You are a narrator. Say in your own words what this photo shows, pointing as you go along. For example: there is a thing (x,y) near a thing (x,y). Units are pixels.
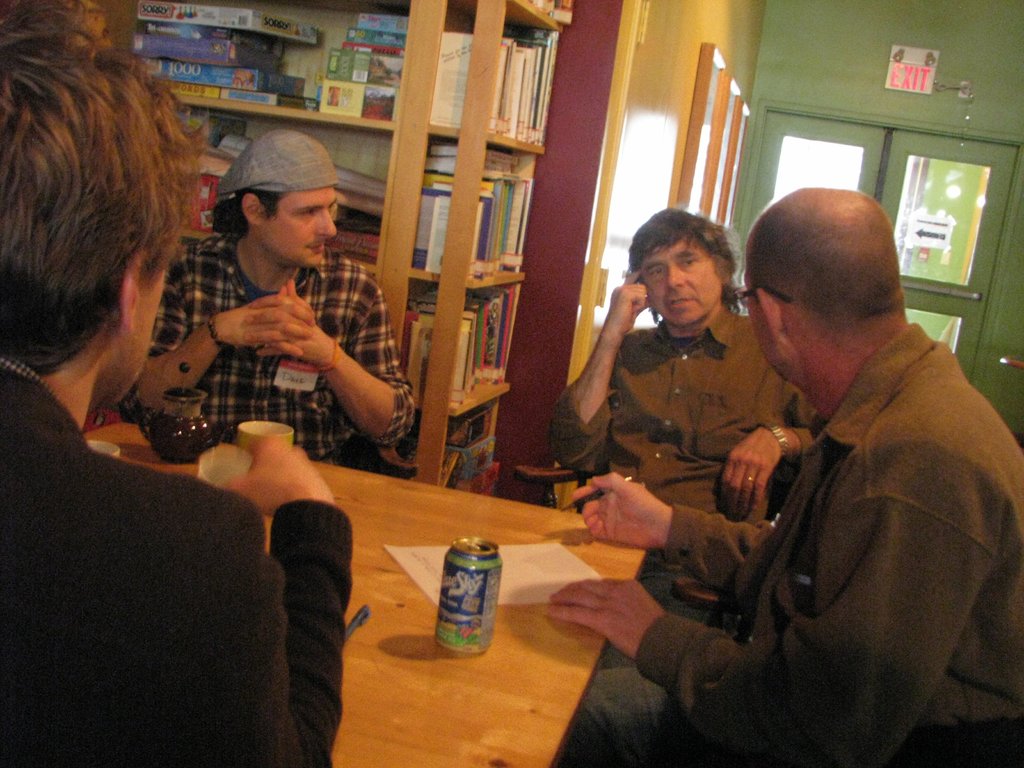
On the background (803,111) we can see a wall (791,82), door (872,162) and exit board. Here we can see a rack (471,105) and all the books (519,89) are arranged. We can see few persons (625,375) sitting on chairs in front of a table (409,594) and on the table (528,662) we can see paper (505,584), tin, cups (261,425), and jar (205,423). We can see this man (606,508) is holding a pen (580,502) in his hand (620,510).
